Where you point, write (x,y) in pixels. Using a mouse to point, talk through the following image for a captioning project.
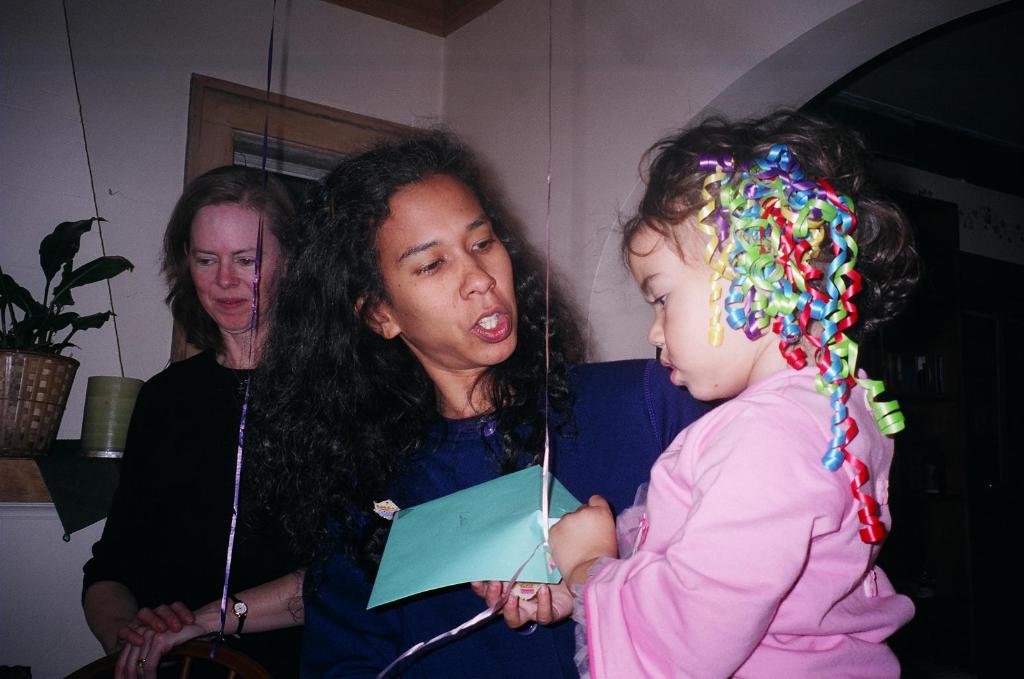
In this image I can see two women (439,450) and a girl (666,450). I can see she is wearing pink dress (712,556) and holding a paper (500,565). I can also see few colourful things (844,199) on her hair (821,164). In the background (18,333) I can see a plant (41,318) in a pot (50,394).
